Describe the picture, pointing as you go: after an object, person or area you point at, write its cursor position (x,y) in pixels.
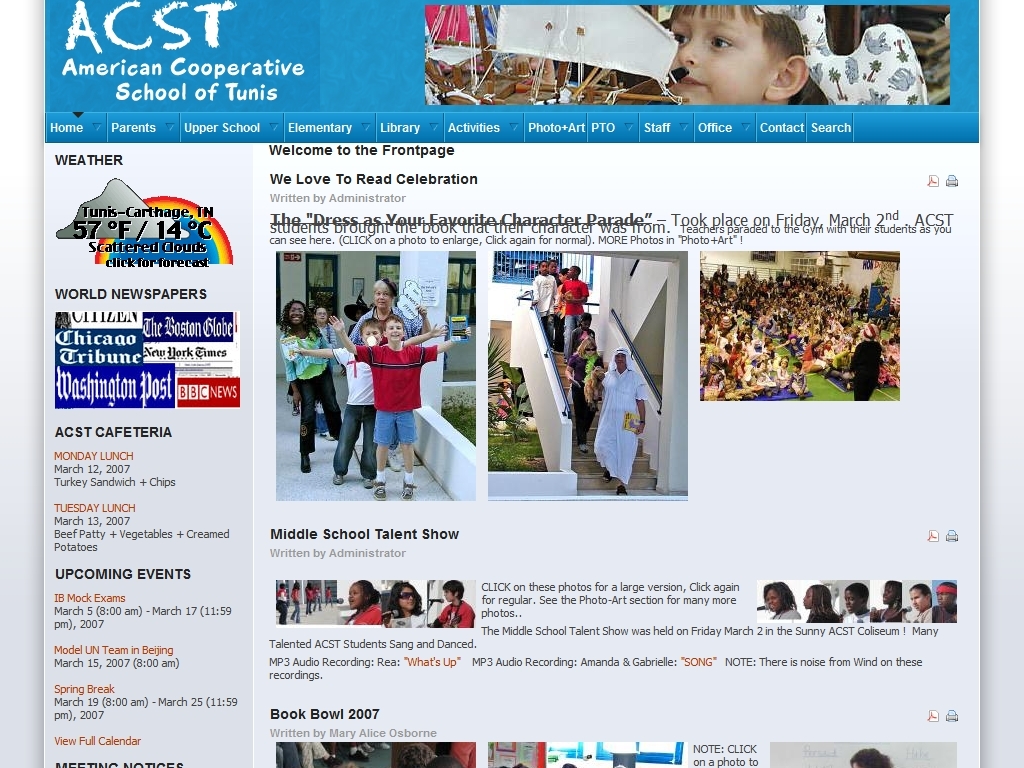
In this image we can see a screenshot (59,35) of a website (56,52), which consists of some text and images (589,54) of people (573,324) in it.
